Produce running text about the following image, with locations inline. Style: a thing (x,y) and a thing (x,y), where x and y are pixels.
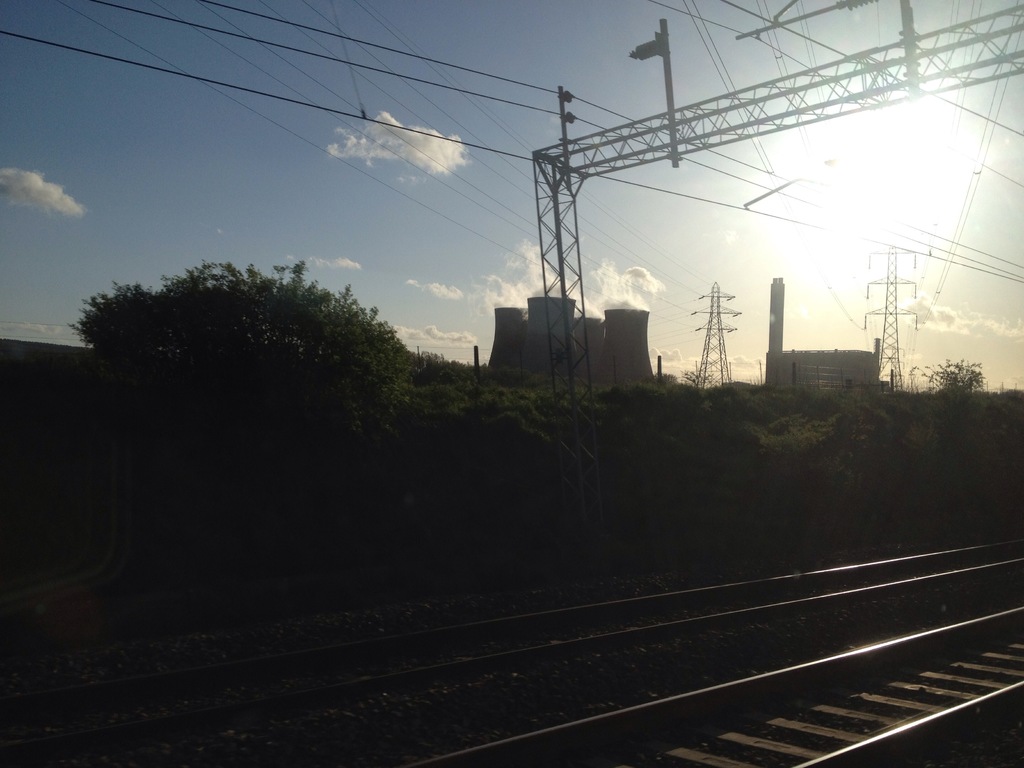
In this picture there are towers (632,351) and there is a building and there are poles (907,46) and trees (536,449) and there are wires (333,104) on the poles (794,76). At the top (651,101) there is sky (651,101) and there are clouds (453,293). At the bottom (595,632) there are railway tracks (573,607) and there are stones (571,581).
